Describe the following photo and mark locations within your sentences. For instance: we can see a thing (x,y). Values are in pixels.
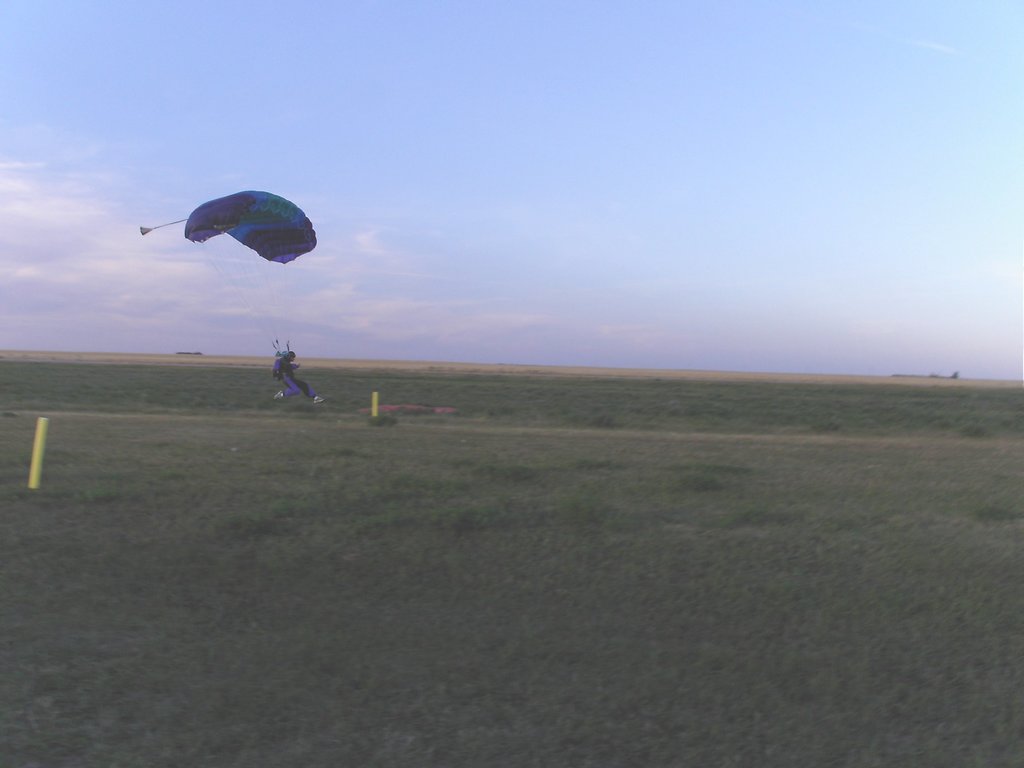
In the image there is a person (274,373) landing on the ground (333,391) with a parachute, there are two yellow poles (42,445) on the ground (251,481).
